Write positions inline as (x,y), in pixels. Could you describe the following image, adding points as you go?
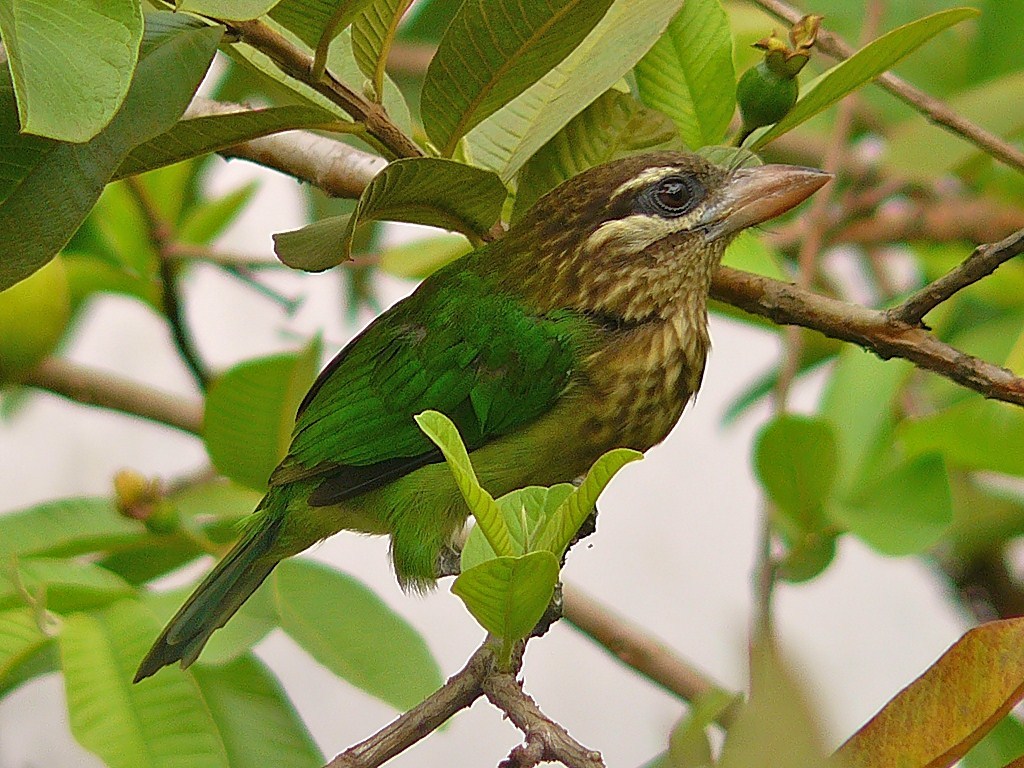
This image consists of a bird (527,367) which is standing on the branch (497,653) of a tree (493,661). In the background (338,121) there are leaves (590,118).
